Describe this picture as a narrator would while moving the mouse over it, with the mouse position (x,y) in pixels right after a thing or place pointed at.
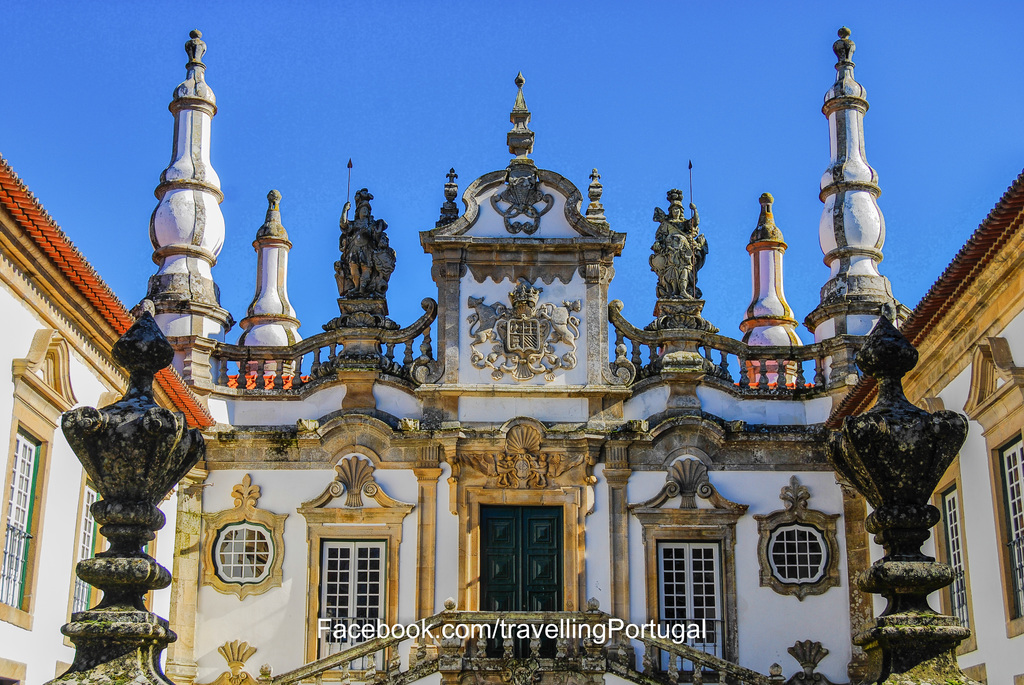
In this image I can see the building (489,550) with windows (375,579). I can see some statues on the building (388,351). To the side I can see the pillars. In the background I can see the sky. I can also see the watermark (523,624) on the image.
